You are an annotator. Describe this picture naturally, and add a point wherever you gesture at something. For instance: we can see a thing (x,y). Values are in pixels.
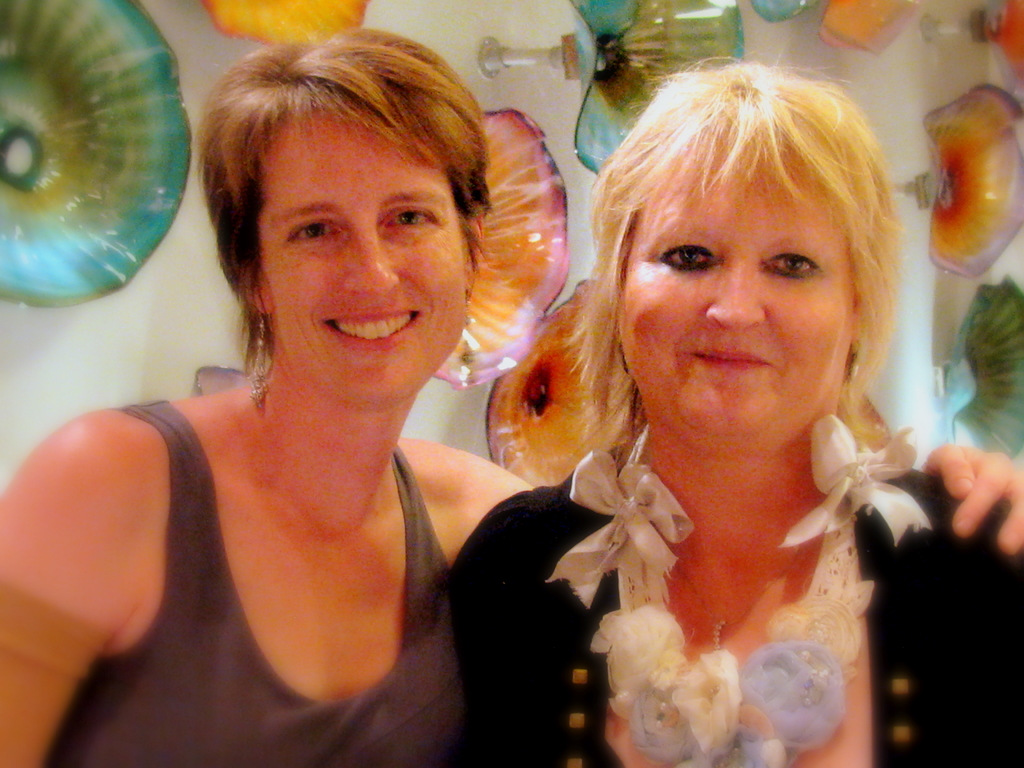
In the picture we can see two women (800,627) are standing together and they are smiling and behind them, we can see a wall (885,405) with flower designs (345,1) on it.
